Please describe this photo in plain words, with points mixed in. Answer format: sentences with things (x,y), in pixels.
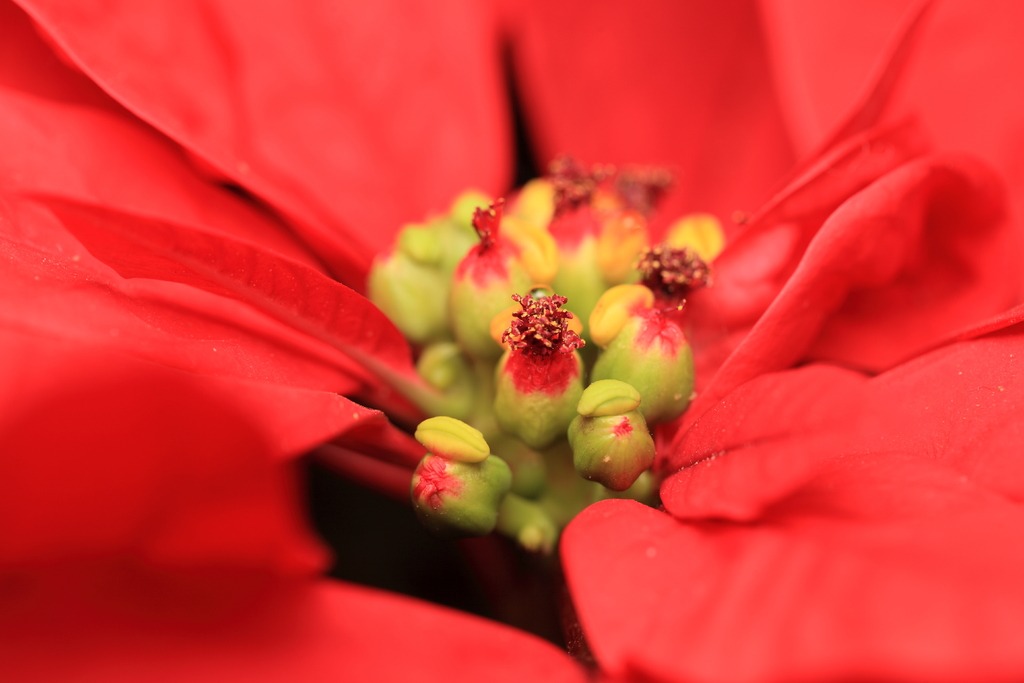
In this picture we can see there are red colored petals (189,151) and buds (542,355).
